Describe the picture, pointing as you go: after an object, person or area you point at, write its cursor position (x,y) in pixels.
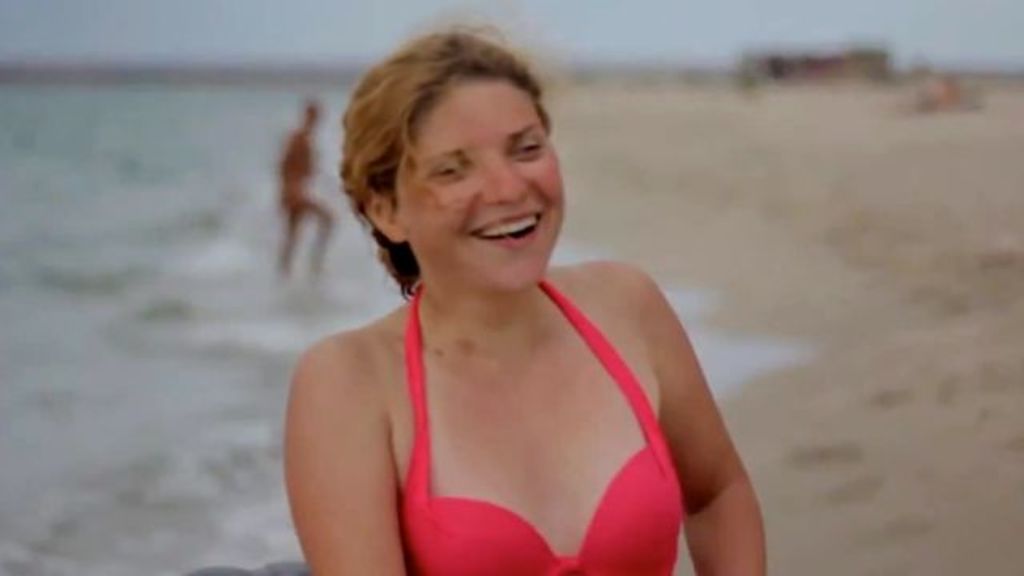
In the picture I can see a woman (668,329) in the center (463,207) and there is a smile (526,232) on her face (458,179). I can see another person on the side of a beach (345,283). I can see the sand (897,227) on the right side (851,261).
